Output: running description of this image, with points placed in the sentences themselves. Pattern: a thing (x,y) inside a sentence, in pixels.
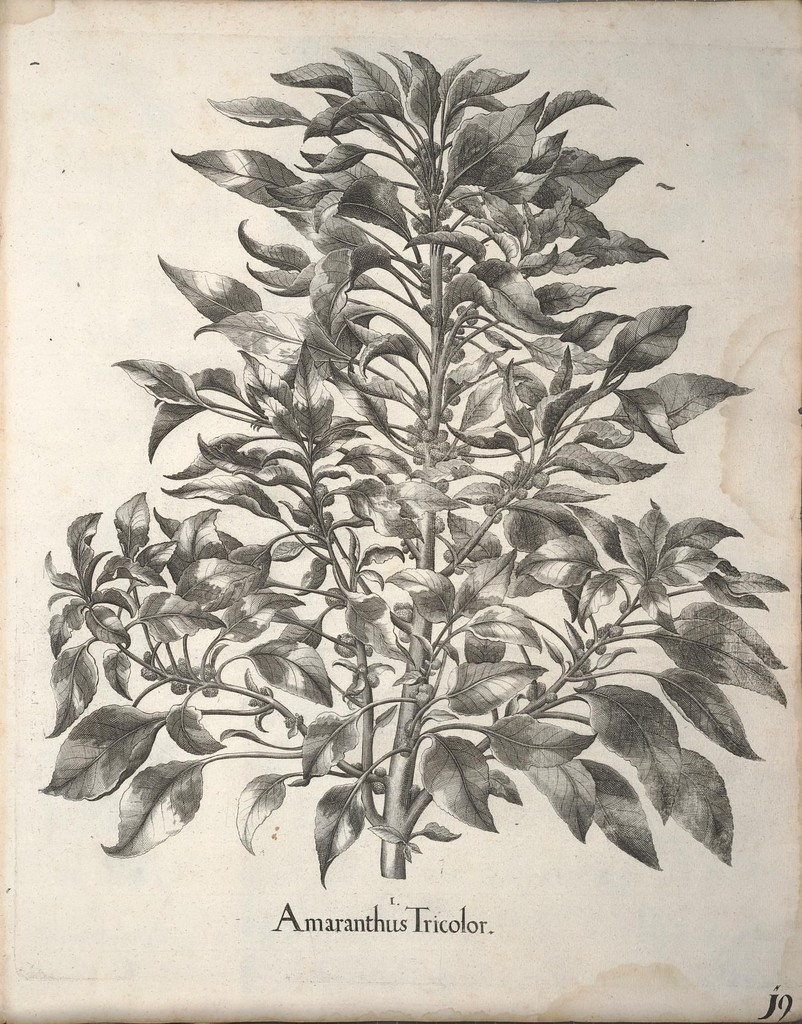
In this picture we can see a plant (369,740) and some text (297,921) on paper (273,589).
